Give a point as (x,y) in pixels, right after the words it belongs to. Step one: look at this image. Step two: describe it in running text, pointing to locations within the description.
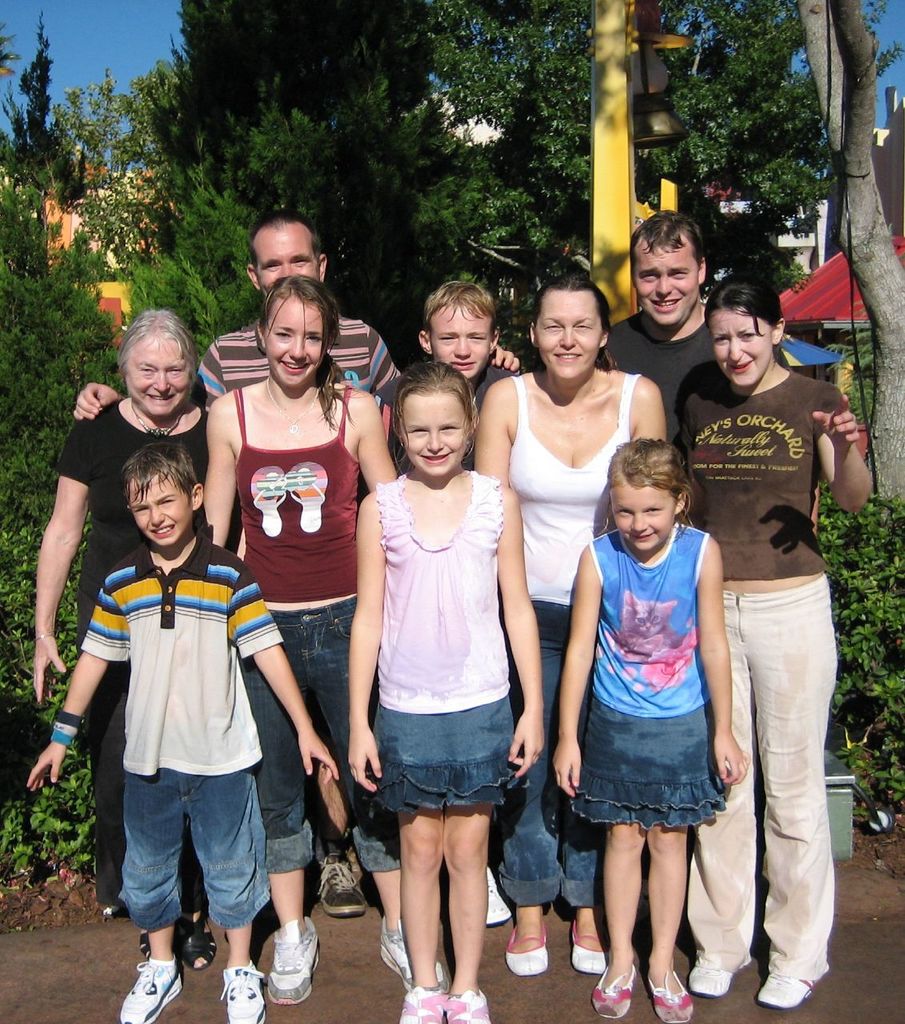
In this image we can see the people (505,796) standing on the path (386,1021). We can also see the kids (464,621). In the background (88,378) we can see the plants (3,421), trees (753,270), sky (135,15) and also the light pole (636,78). We can also see the buildings (56,239) which are covered with the trees (523,256).
